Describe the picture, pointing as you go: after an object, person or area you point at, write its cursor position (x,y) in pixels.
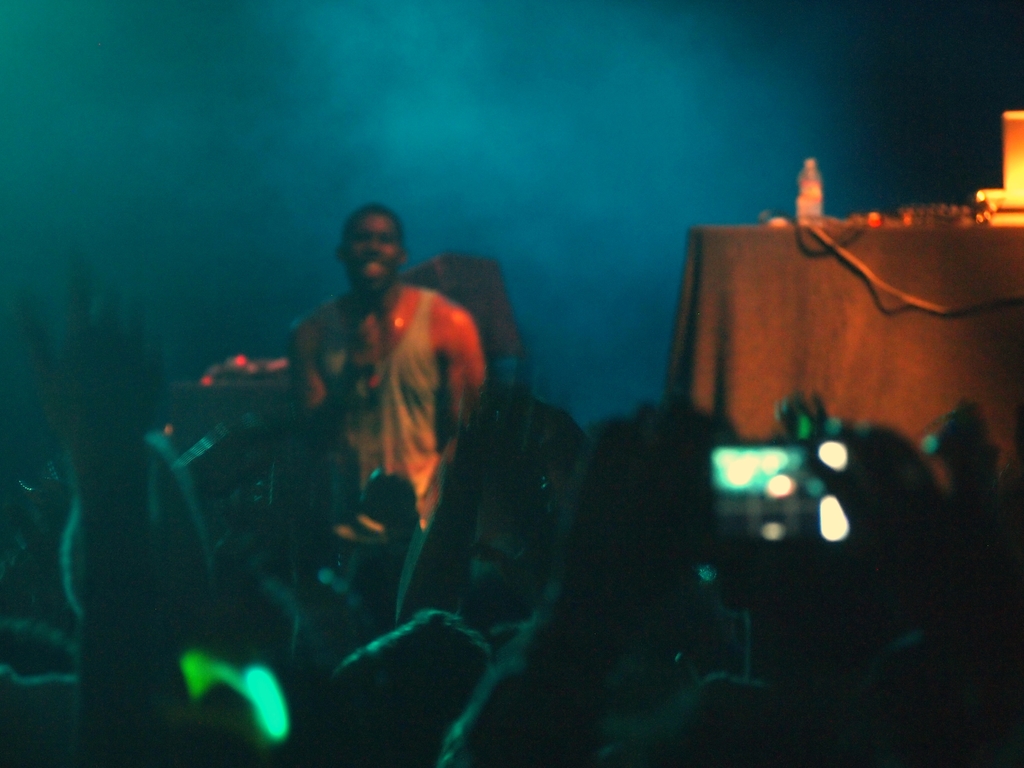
In this image there are a few people (556,644) raising their hands (96,409), a few are holding their mobiles (761,473) in their hands (634,449), in front of them there is a person (361,330) standing, beside a person (407,387) there is a table (778,250) with some objects (991,201) and a bottle (804,184). The background (773,195) is dark.
